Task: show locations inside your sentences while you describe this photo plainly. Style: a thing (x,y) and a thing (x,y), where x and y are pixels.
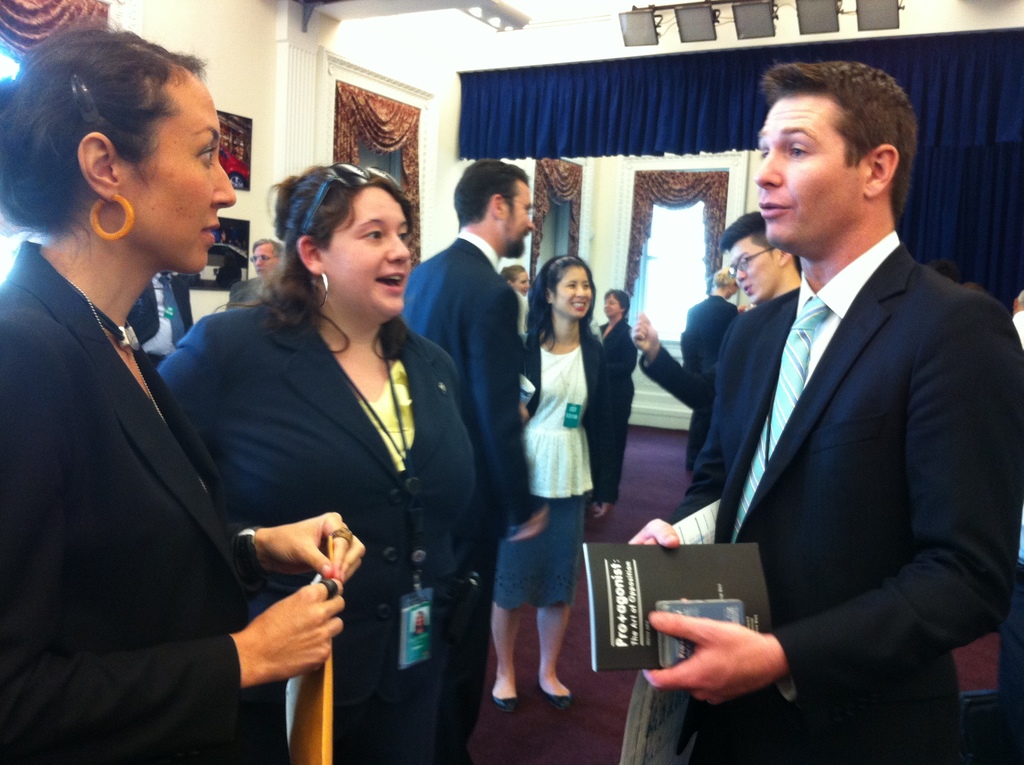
In this picture we can see a group of people (265,428) on the ground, some people (312,476) are holding files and in the background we can see a wall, photo frames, curtains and some objects (762,34).
